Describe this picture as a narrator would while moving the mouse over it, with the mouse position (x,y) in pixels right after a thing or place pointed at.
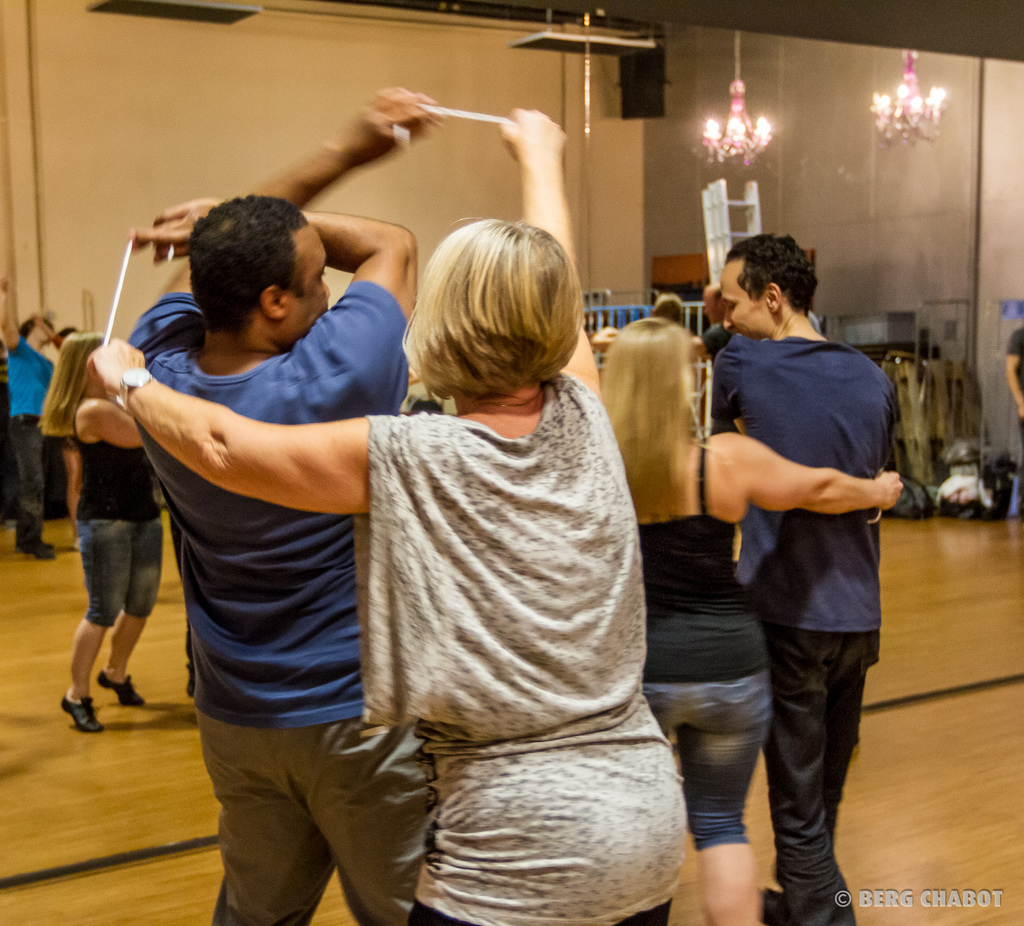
In this picture I can see the couples (203,381) who are dancing on the floor (920,880). In the back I can see some people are standing near to the wall (1005,383). On the right (933,465) there is a man (1023,412) who is standing near to the bags (937,503), box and other objects (907,359). In the top right corner (909,100) I can see some chandelier (710,144). In the bottom right corner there is a watermark (911,894).
